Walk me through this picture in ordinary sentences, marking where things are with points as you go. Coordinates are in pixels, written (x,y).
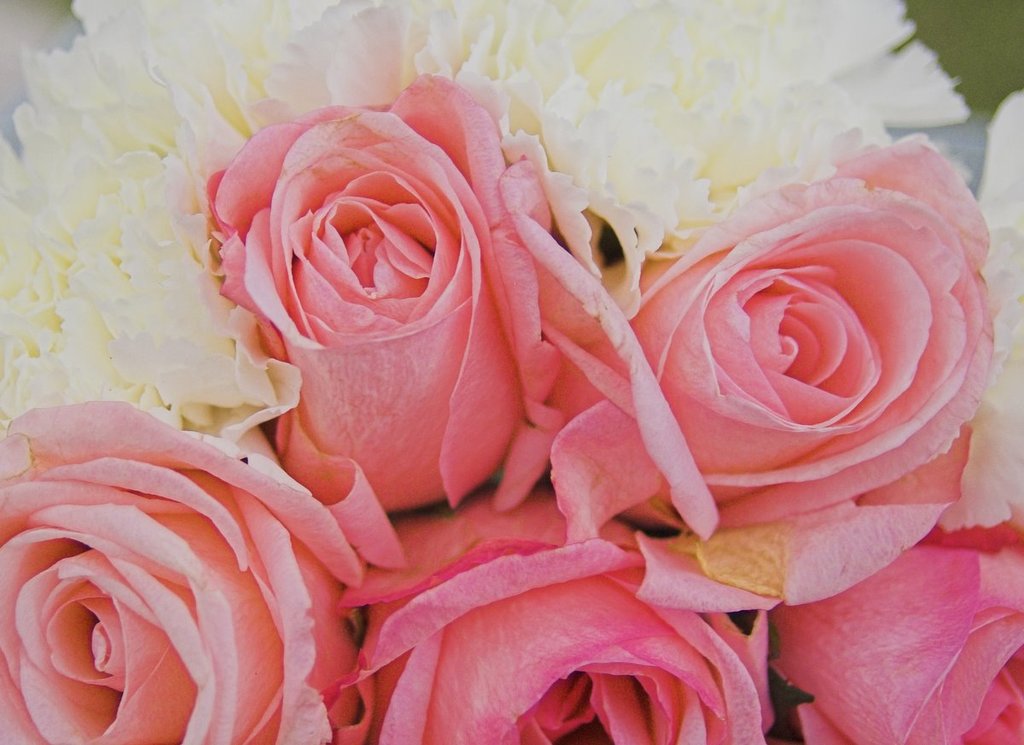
In the picture there are different types of flowers (471,473) present in a bunch (413,550).
